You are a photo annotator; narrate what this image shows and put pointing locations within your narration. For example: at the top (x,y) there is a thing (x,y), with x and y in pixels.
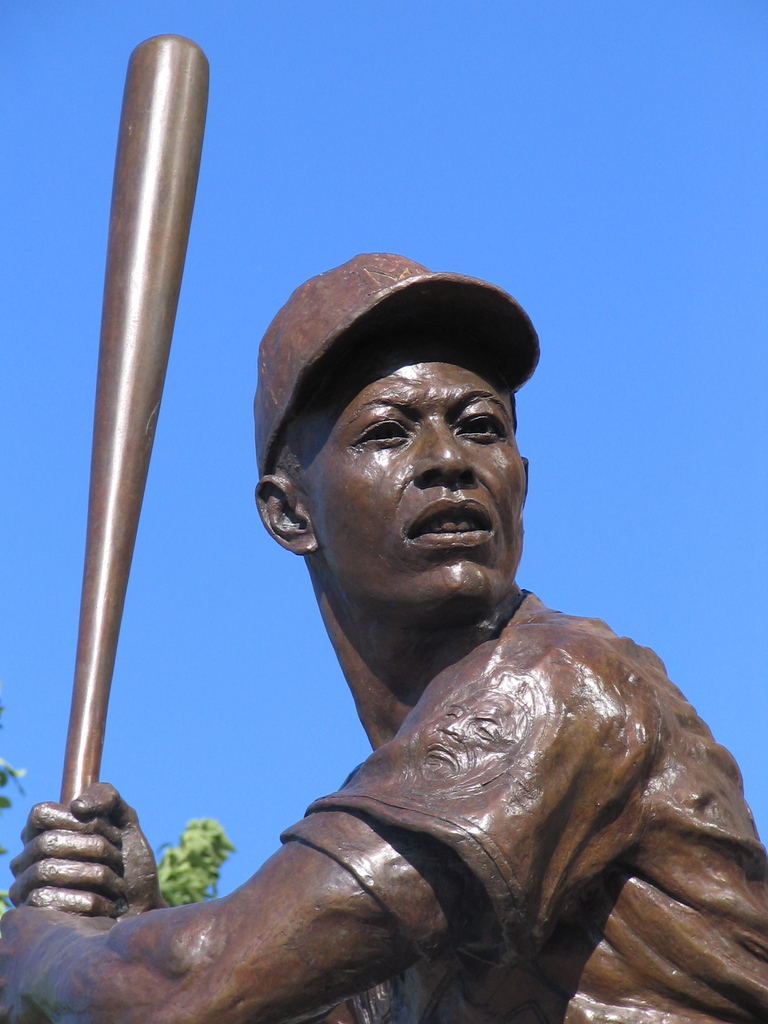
In the image there is a statue of a man (432,589) in the front (366,617) holding a baseball bat (125,171) and above its sky (595,177).
